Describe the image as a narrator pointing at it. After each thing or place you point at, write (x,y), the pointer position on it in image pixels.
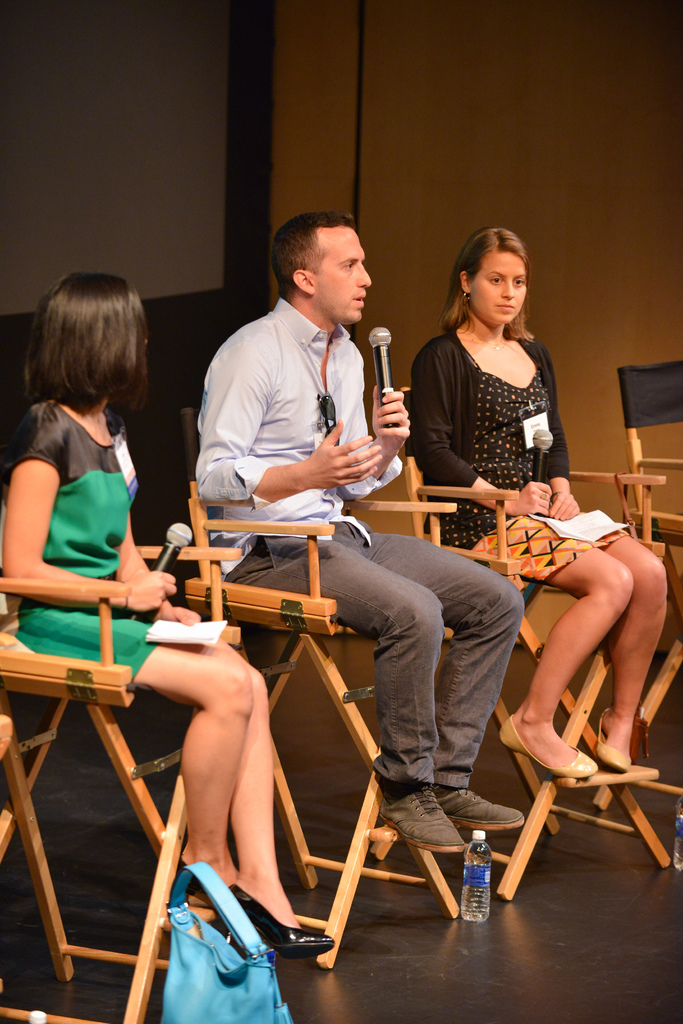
In this picture we can see a bottle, paper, id cards (131,482) and three people (451,447) holding mics (386,388) with their hands (131,598) and sitting on chairs (193,586) and in the background (177,351) we can see the wall (177,354).
